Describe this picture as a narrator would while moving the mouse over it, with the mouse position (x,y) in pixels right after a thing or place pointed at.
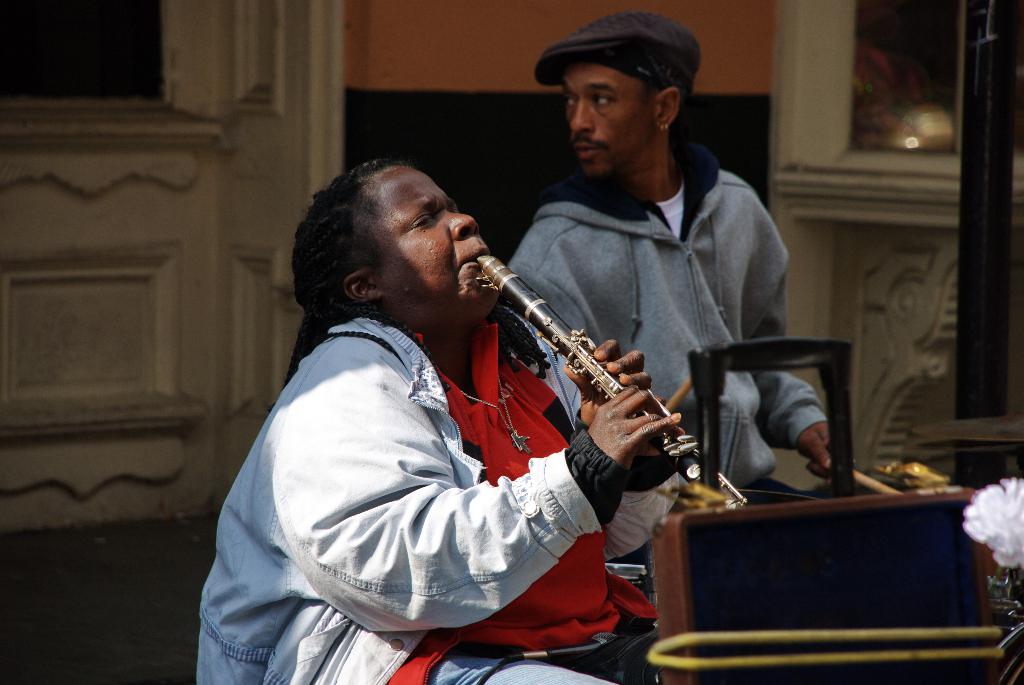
In this image we can see a person (434,436) sitting and playing a musical instrument (509,293). On the right (776,403) there is a man (745,404) playing a drum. In the background (823,72) there is a wall (560,24) and a door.
